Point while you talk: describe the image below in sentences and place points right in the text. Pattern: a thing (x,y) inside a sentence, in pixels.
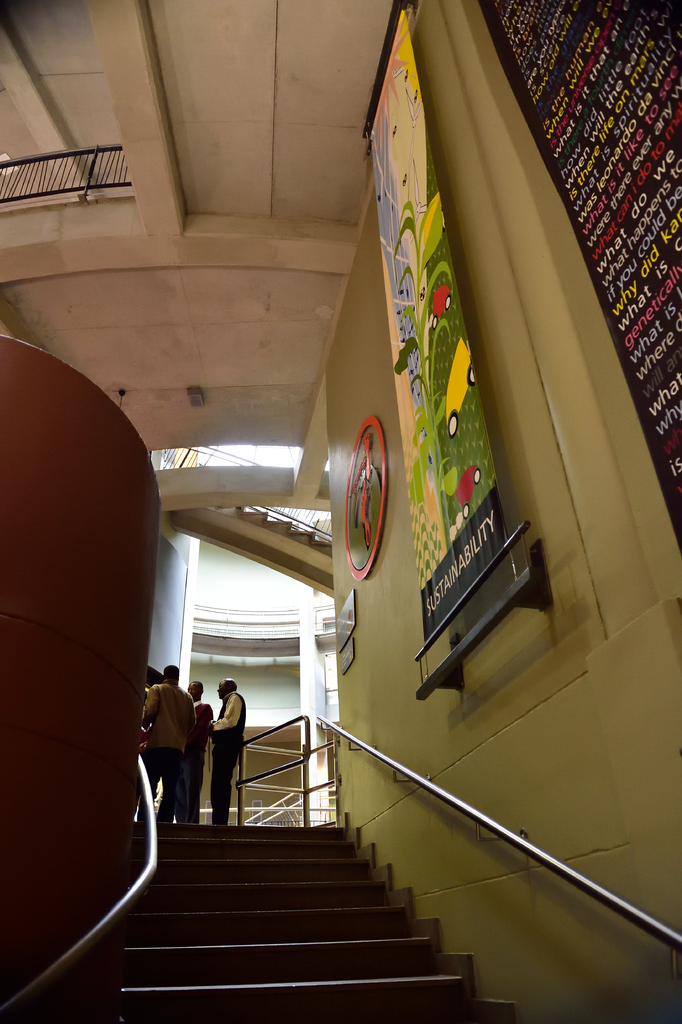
In this image I can see few stairs (279,850), I can also see few persons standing and background (421,375) I can see few banners (435,263) attached to the wall (361,236) and the wall (378,368) is in cream color.
